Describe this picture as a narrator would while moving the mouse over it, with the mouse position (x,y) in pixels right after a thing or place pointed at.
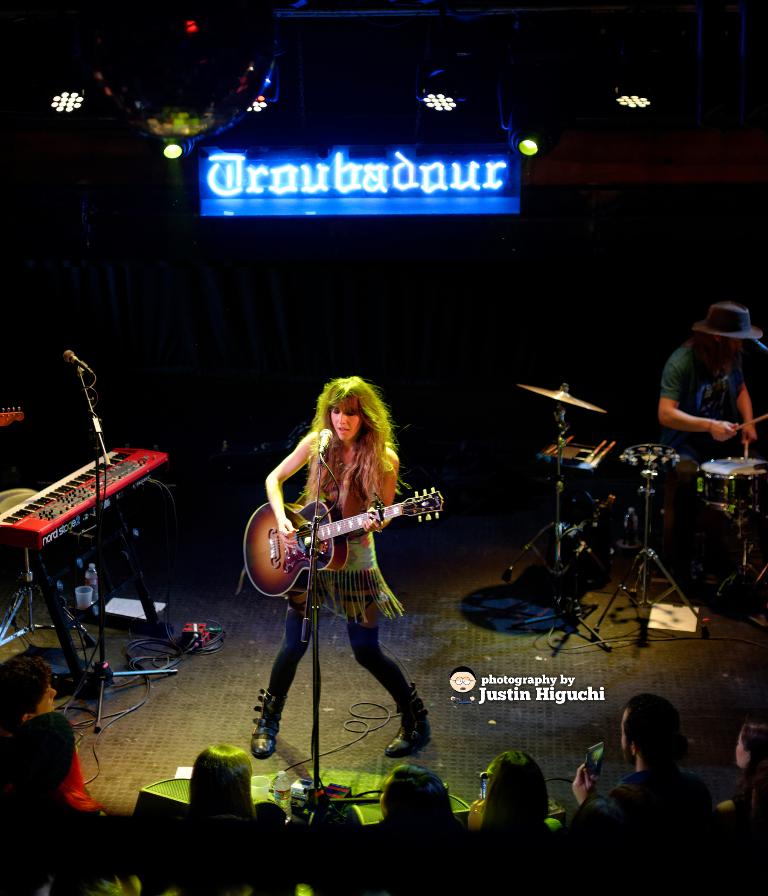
The image is taken in a music concert. In the center of the image (374,442) there is a lady (356,569) who is playing a guitar (336,524). She is singing a song there is a mic (327,433) placed before her. On the left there is a piano (93,506). On the right (659,404) there is a man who is playing a band (757,485). At the bottom of the image (223,763) there is a crowd (407,837). In the background (420,194) there is a board (293,192). At the top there are lights (55,102).
